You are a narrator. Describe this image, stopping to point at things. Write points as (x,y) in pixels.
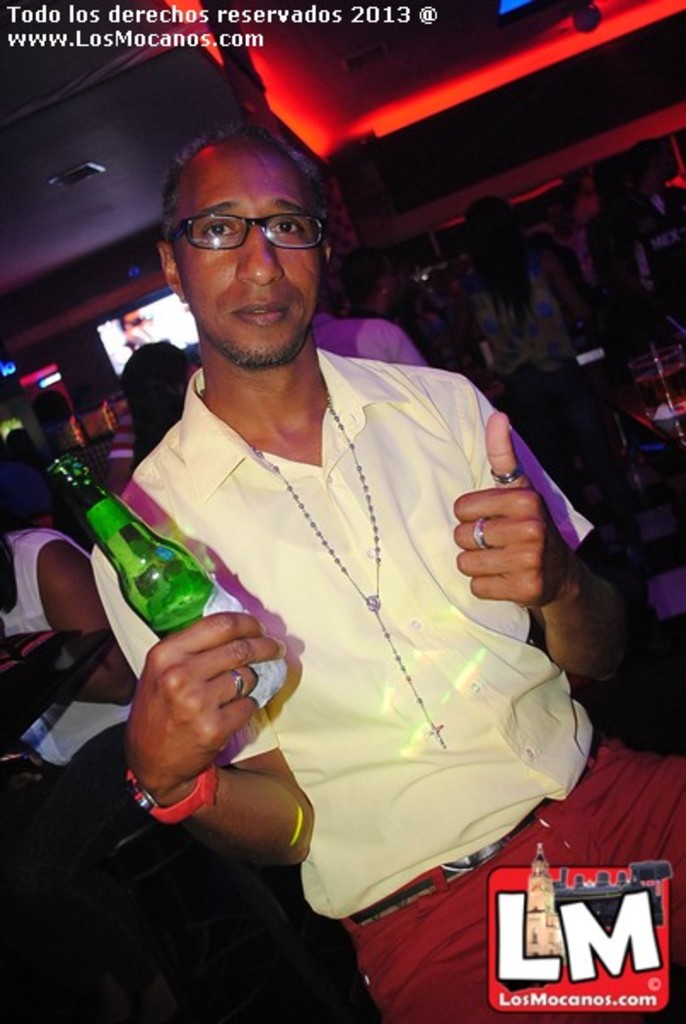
In this picture we can see man (235,417) wore spectacle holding bottle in one hand (173,704) and sitting and in background (493,261) we can see some more persons (510,320), wall (63,292), pillar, window (103,341) and it is dark.
